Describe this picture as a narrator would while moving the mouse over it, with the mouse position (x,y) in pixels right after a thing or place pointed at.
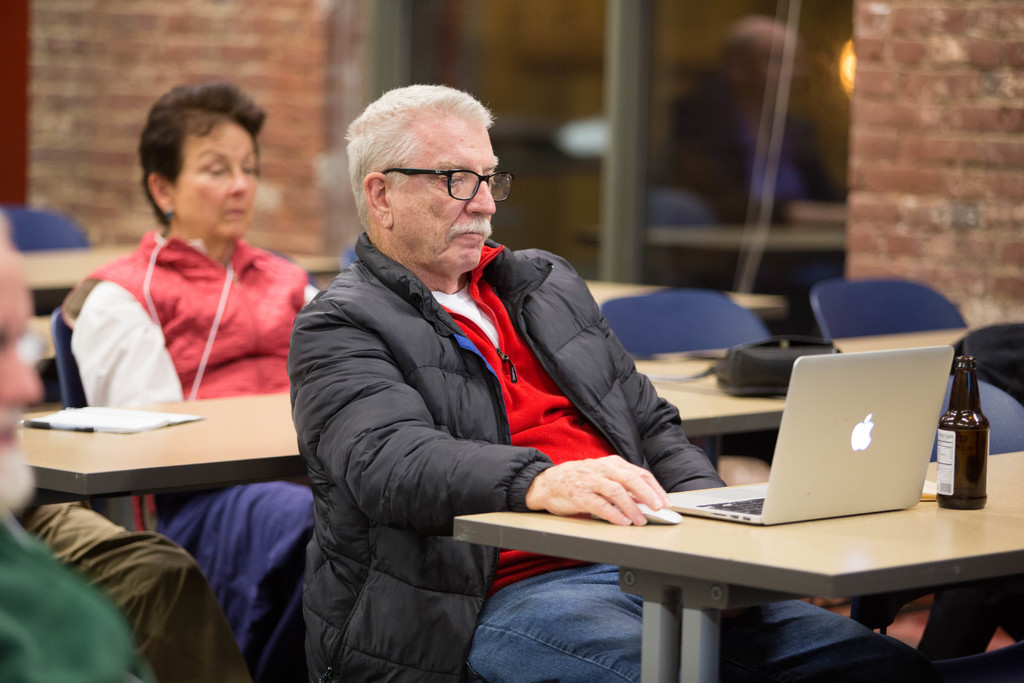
In a picture we can see a man (428,384) and a women (205,307) are sitting on a chair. On the table (825,554) there is a system (810,456) and brown bottle (980,455) is placed. This man (436,209) is wearing a spectacle (456,183) and a black color jacket (343,350), the women (169,301) is wearing a red color jacket (193,312).
